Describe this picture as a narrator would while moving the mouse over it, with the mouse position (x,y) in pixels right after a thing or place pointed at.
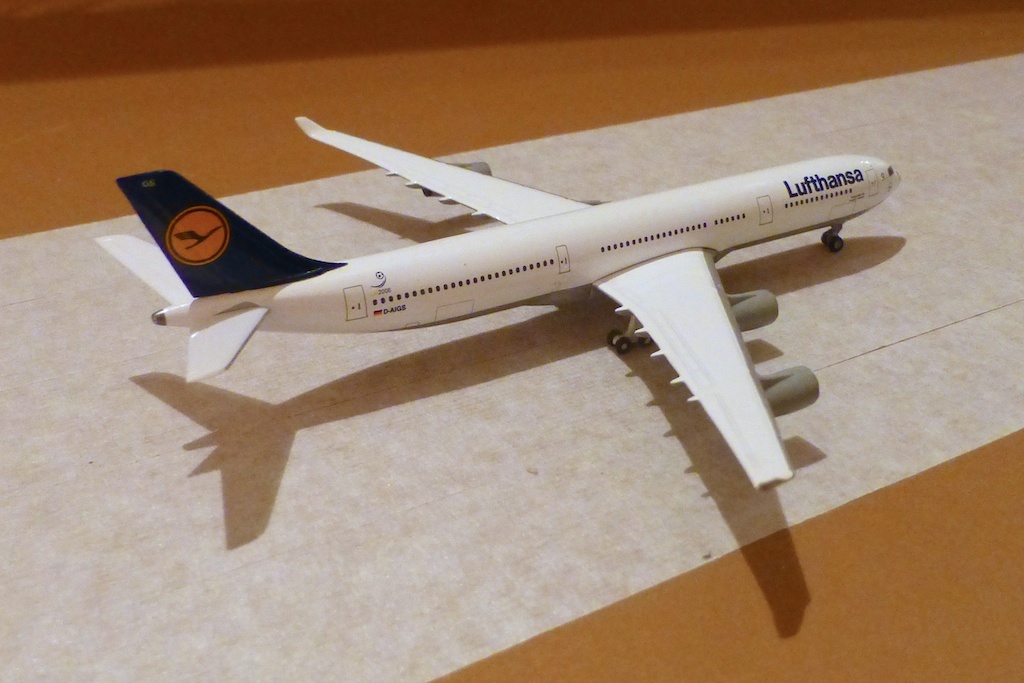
In this image there is a aeroplane toy (524,301) on the table (609,496).
